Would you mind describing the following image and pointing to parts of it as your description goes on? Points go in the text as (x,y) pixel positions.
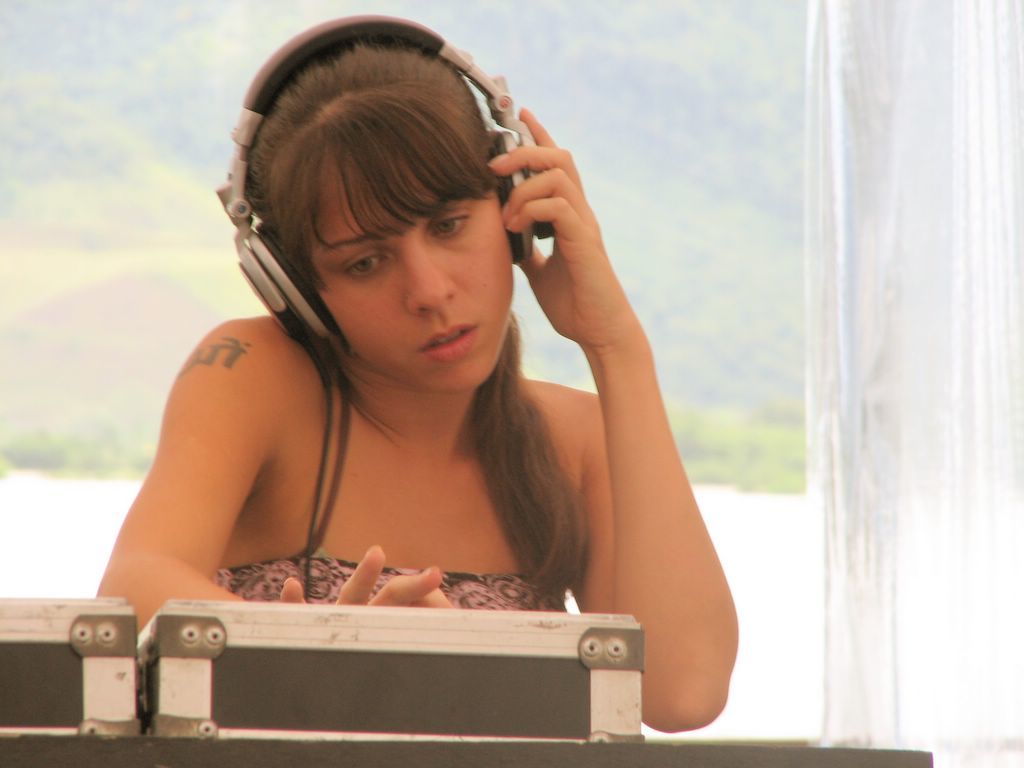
This image is taken outdoors. At the bottom of the image (254,715) there is a table (703,747) with a music player (367,666) on it. In the middle of the image (607,328) a woman (297,423) is playing DJ. She has worn a headset (292,277). In the background (629,78) there are many trees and plants (60,378).
